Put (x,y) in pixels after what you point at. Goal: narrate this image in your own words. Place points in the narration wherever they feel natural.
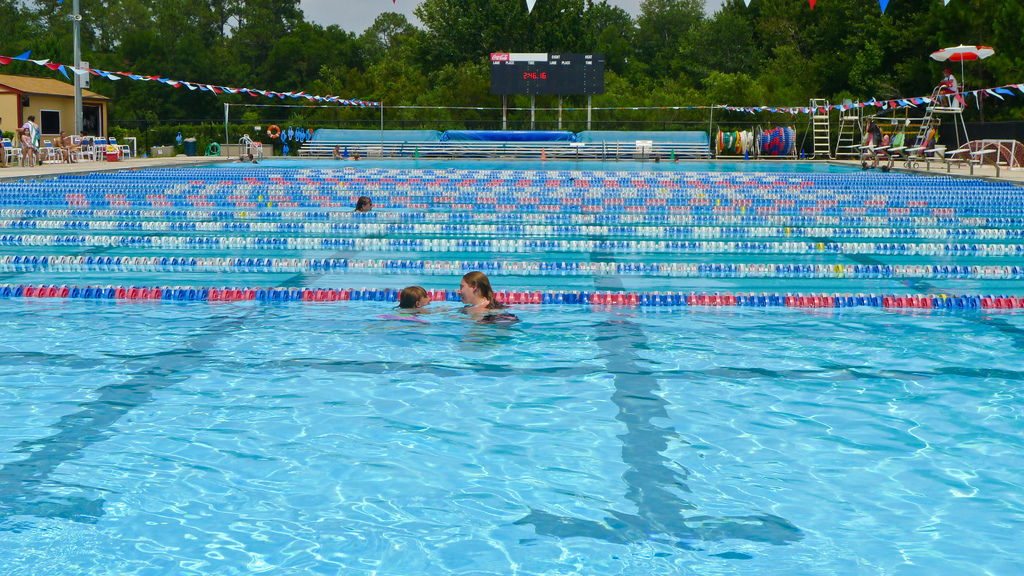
In this picture we can see two persons (480,304) swimming here, at the bottom (893,405) there is a swimming pool (921,366), we can see ladders (860,137) here, on the left side (59,115) there is a pole (82,113) and a room (44,117), we can see some chairs (9,148) here, there is a life tube (271,135) here, in the background (764,11) there are some trees (577,13), we can see a score board (572,74) here, there are some clothes (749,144) here, there is an umbrella (962,65) here.
